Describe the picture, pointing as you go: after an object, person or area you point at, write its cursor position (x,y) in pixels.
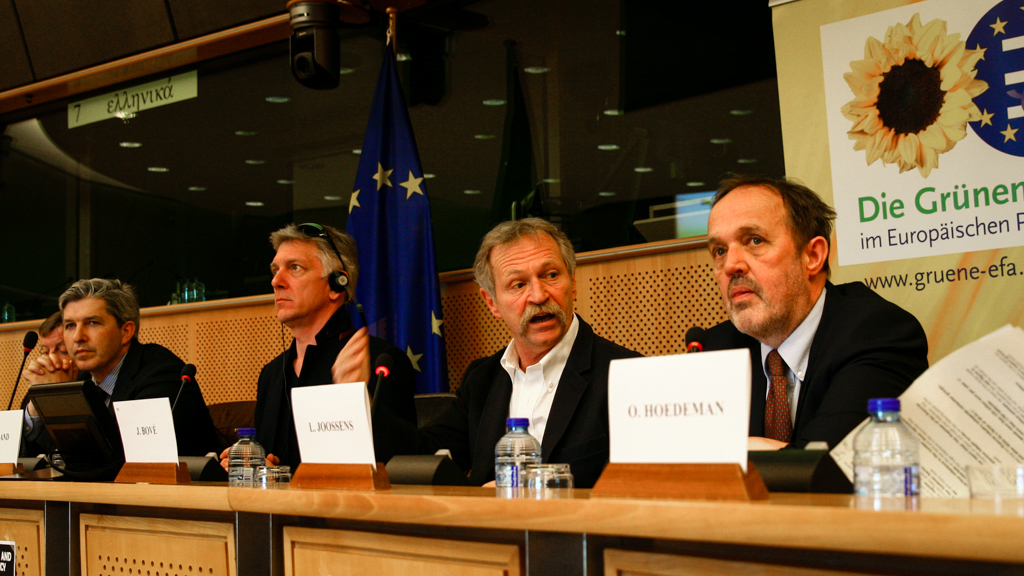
In this picture there is a man (780,310) who is wearing suit (847,385) and tie (773,373), beside him there is an old man (538,230) who is sitting on the chair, beside him we can see another man (338,256) who is wearing black shirt (391,389). On the left (91,348) there is another man (91,348) who is sitting near to the table (49,475). On the table (583,542) we can see name plates (133,434), laptops (93,452), water bottles (882,467), cables (78,475), papers (846,458) and other objects (789,455). behind them there is a flag (399,206) near to the glass (486,188). On the right (910,230) we can see a poster (933,140) on the wall (210,380).
